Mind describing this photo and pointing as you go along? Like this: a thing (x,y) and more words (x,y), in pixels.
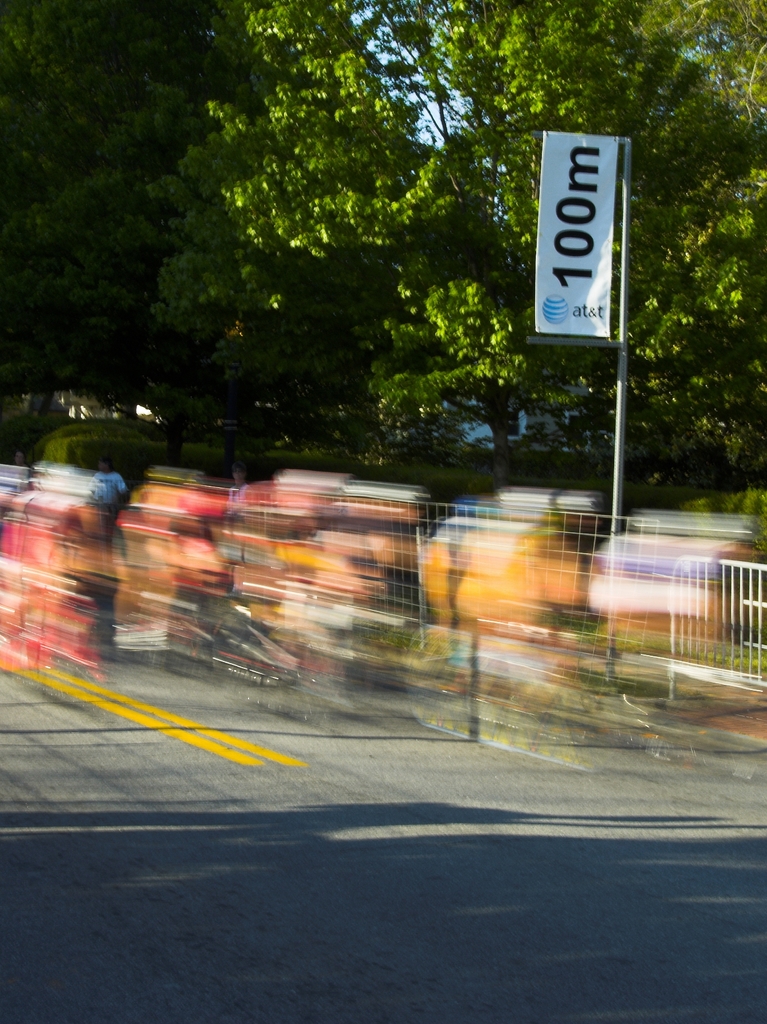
In this image we can see trees (491,354), railings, there is a board (587,290) with text (588,171) and numbers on it, there are a few people (505,520), also we can see the road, and some part of the image is blurred.
